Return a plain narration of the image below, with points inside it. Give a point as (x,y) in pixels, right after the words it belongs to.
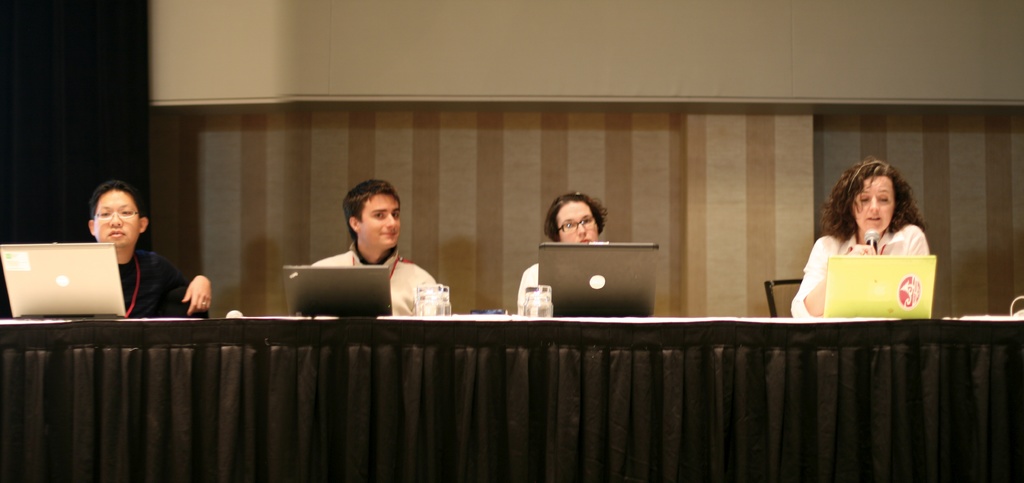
In the middle of this image (389,243), there are four persons (864,226) sitting in front of a table (664,321), on which there are four laptops (604,283), glasses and other objects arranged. This table (519,317) is covered with a black color cloth (236,386). In the background (204,58), there is a white color sheet (453,64) and a wall (563,177).
